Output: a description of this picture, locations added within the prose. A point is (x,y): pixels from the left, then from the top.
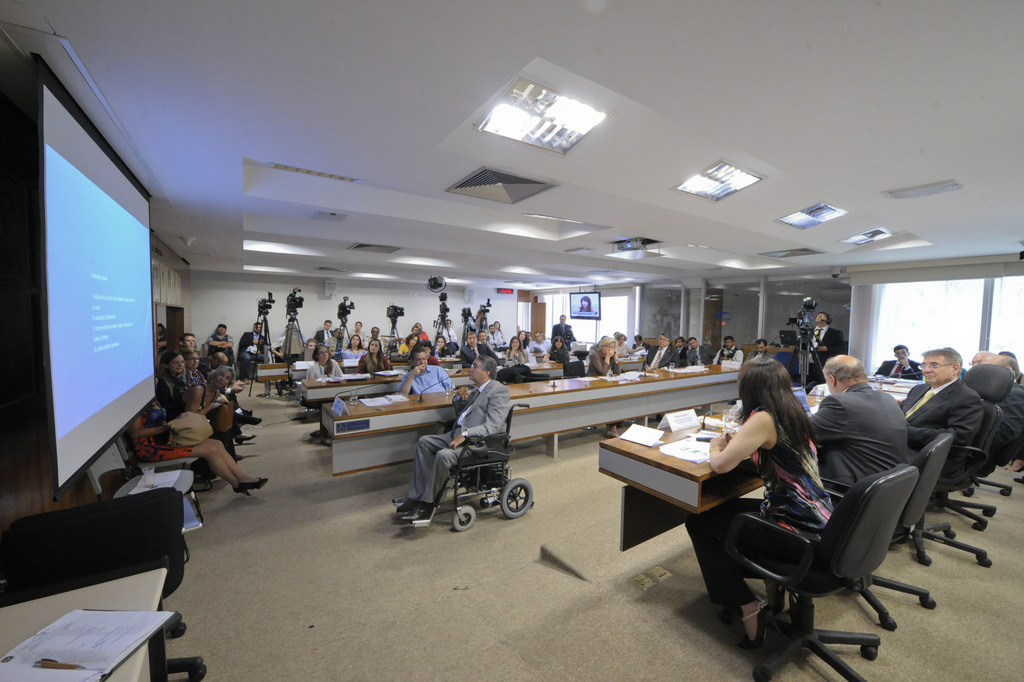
In this image I can see the group of people (472,406) sitting on the chairs (897,529). These people (738,512) are wearing the different color dresses (738,512). I can see one person (471,368) sitting on the wheelchair (498,505). To the left (107,354) I can see the screen (51,352). There are papers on the tables (551,449). In the background (350,308) there are many cameras (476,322). I can also see the lights (553,128) in the top (568,121).
